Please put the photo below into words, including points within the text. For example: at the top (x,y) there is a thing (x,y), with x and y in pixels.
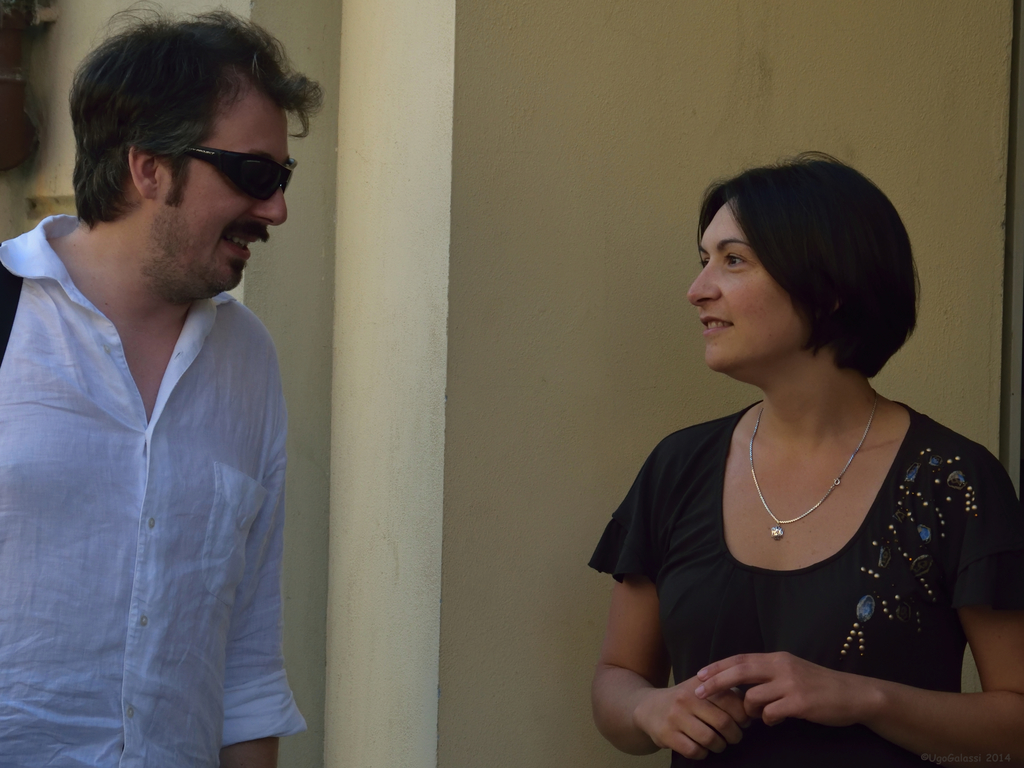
In this picture I can see a man (60,354) on the left side (154,442), he is wearing a shirt (89,552), in the middle (404,500) it looks like a pipe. On the right side (764,350) I can see a woman (857,635), she is wearing a dress (687,674). In the background (519,708) there is the wall (685,247).
